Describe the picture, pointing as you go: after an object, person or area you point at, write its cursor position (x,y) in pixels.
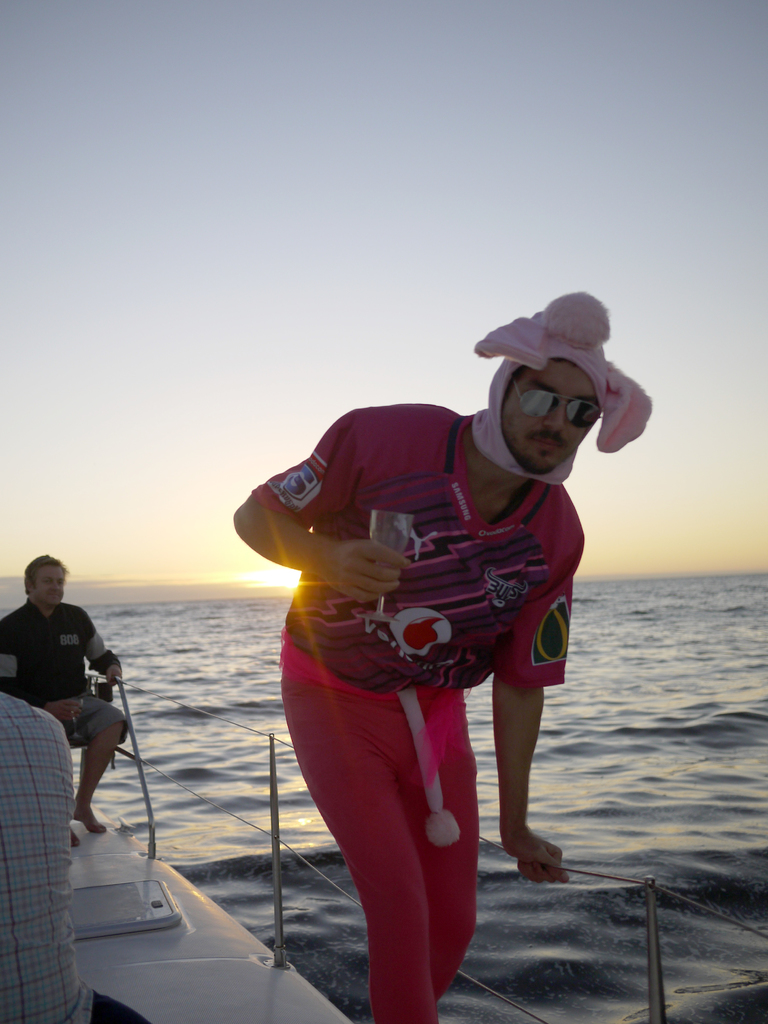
In this picture we can see a man (499,791) wore goggles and holding a glass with his hand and at the back of him we can see two people (97,656) and they are on a boat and this boat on water (614,671) and in the background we can see the sky (215,521).
